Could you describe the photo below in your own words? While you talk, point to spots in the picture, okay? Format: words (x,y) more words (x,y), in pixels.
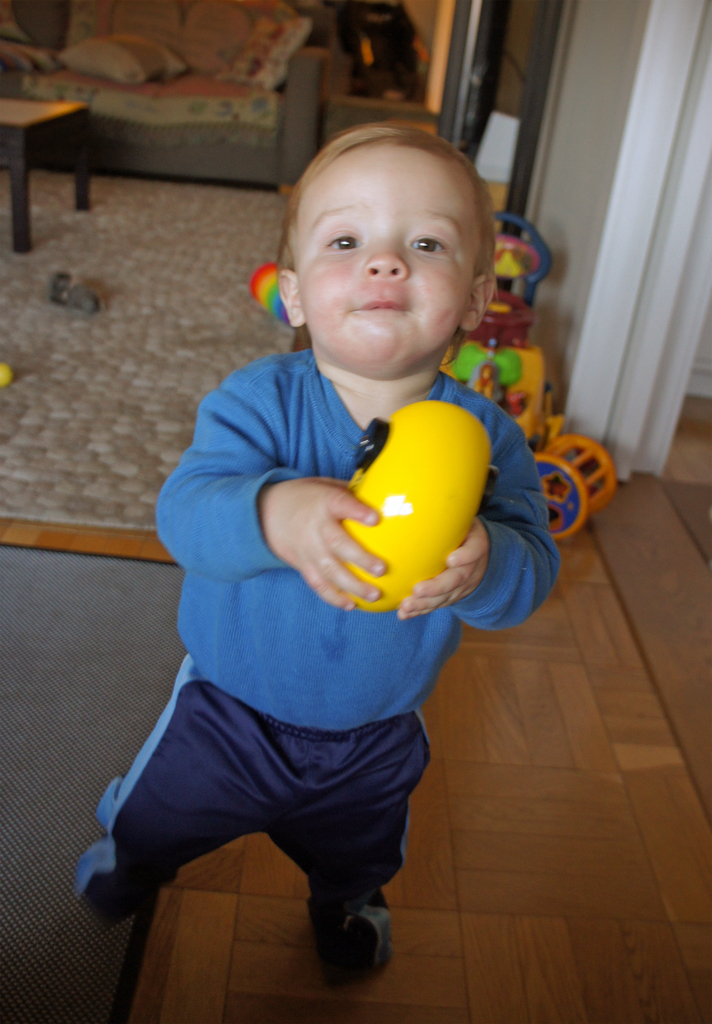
In this picture I can see infant (374,337) standing and holding an object (393,597). I can see toys (543,392) on the right side (537,381). I can see sofa (213,128) and pillow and table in the background (141,140). I can see carpet (130,420) on the floor (144,456).
